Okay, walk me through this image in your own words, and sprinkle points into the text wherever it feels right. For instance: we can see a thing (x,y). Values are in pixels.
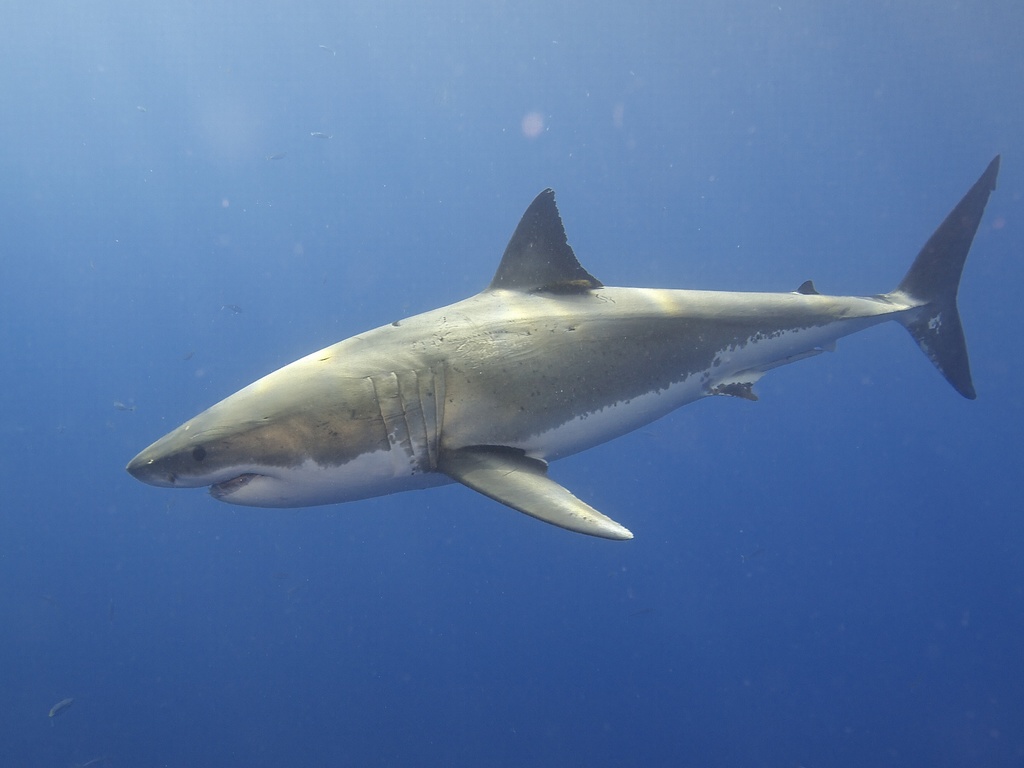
In this picture we can see a fish (967,240) in the water (533,608).
